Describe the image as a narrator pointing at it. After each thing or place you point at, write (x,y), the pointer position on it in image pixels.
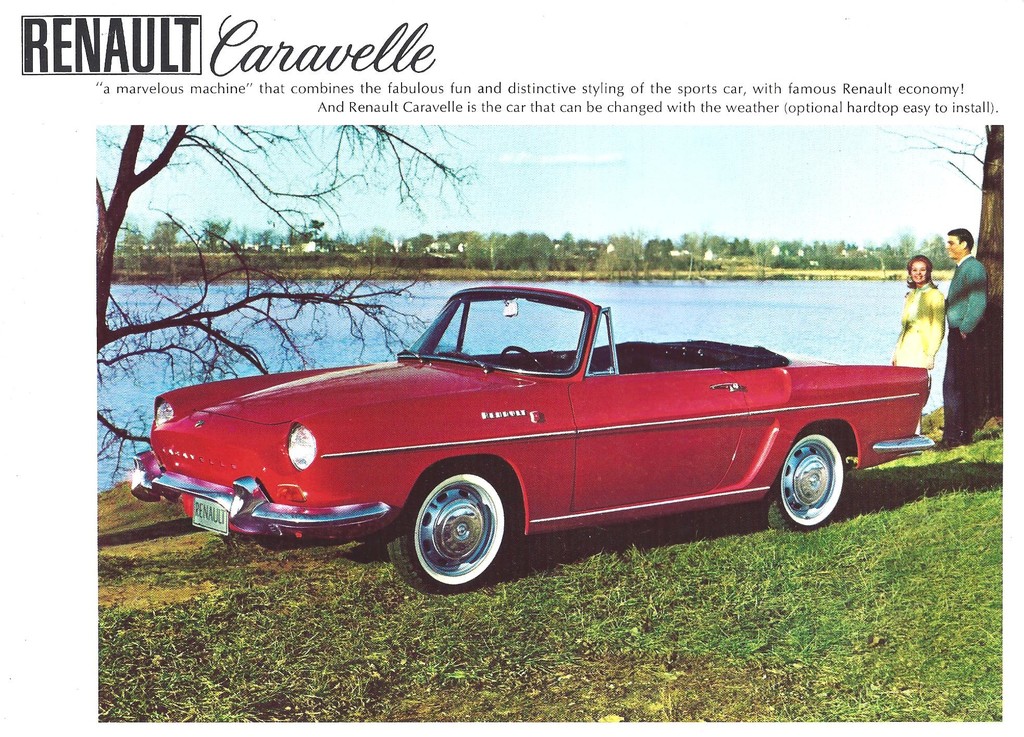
In the picture we can see a red color car (730,397) on the ground (557,555) and we can see a woman (900,341) wearing a yellow dress (933,340) and a person (963,303) wearing green color sweater (962,321) is standing near the tree (996,239) and is on the right side of the image (906,352). Here we can see the water (327,337), trees (413,264) and the sky (886,185) in the background (410,264).
